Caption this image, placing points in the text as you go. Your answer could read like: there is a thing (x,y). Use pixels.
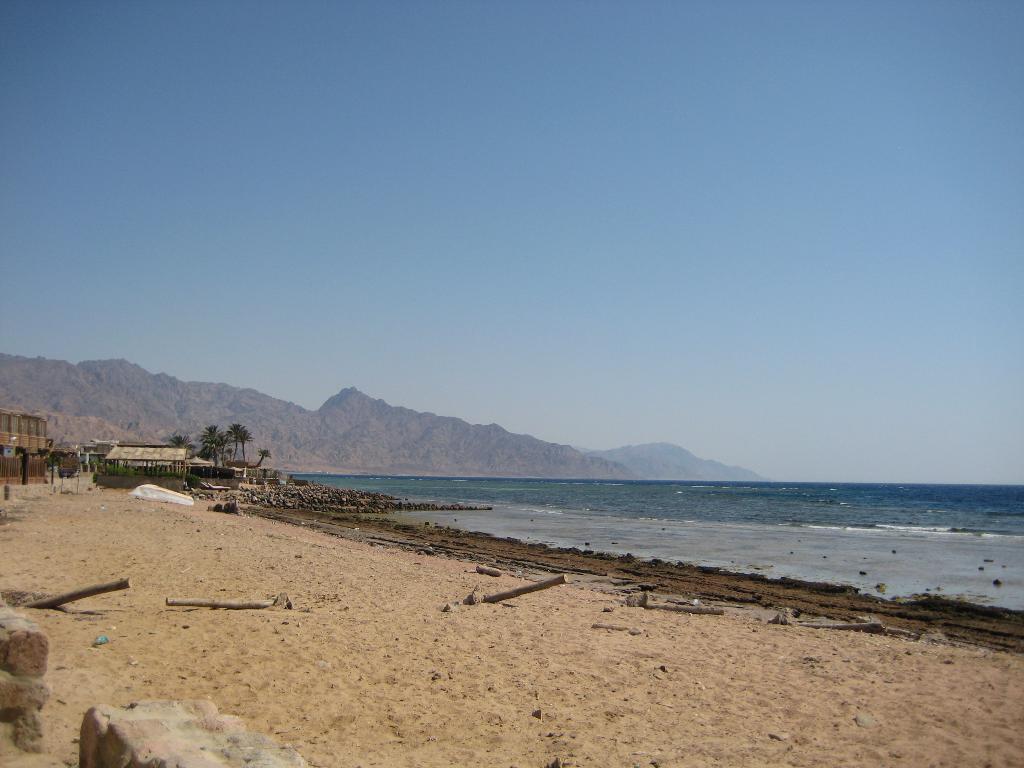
In this image I can see the ocean (1007,541) on the right side (1004,499). I can see the sand (481,628), wooden blocks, houses (252,461) and trees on the side of the beach (738,635). In the background (167,412), I can see the mountains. There are no clouds (685,239) in the sky (641,240).
